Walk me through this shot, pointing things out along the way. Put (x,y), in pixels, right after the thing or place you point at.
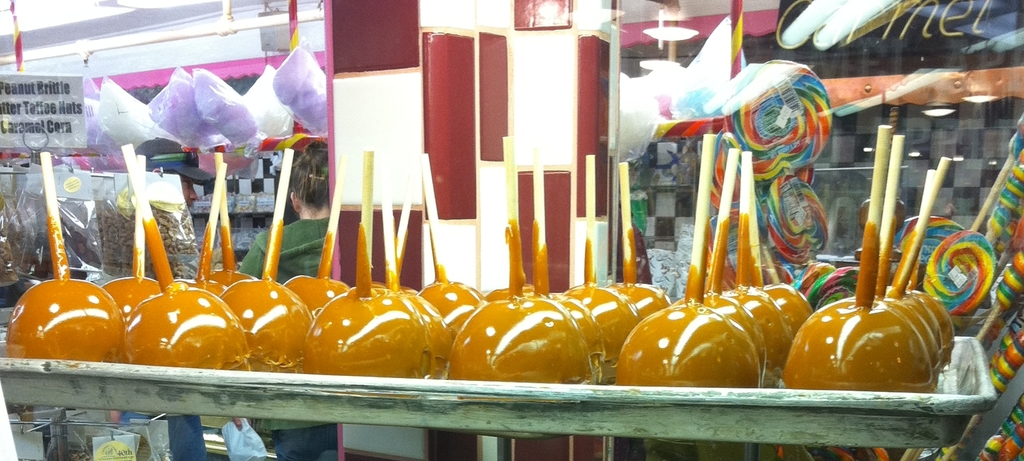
In this picture we can see a group of caramel apples (590,360) placed in a tray (958,403) and in the background (642,80) we can see lights (662,33), rods (230,19), posters (48,94), packets (130,110) and a woman (312,147).
